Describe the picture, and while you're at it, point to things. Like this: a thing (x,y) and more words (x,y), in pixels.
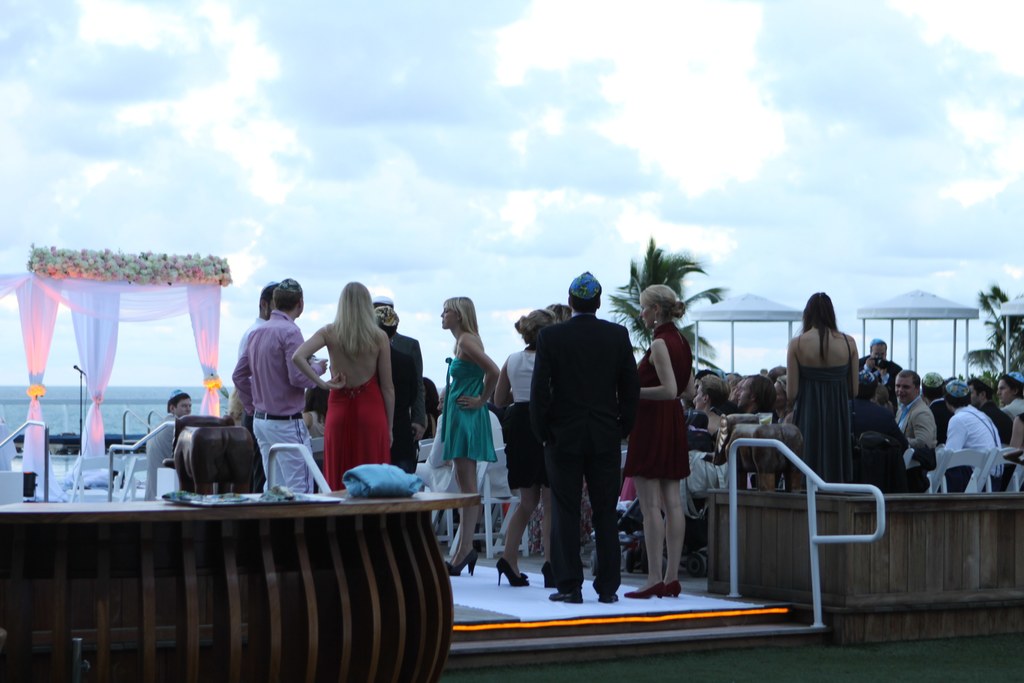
In this image we can see people (526,452) standing. There are people (185,412) sitting on chairs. In the background of the image (114,409) there is water (125,391), trees (656,259), sky (158,168) and clouds (252,180). There is a table (179,511) on which there are objects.
